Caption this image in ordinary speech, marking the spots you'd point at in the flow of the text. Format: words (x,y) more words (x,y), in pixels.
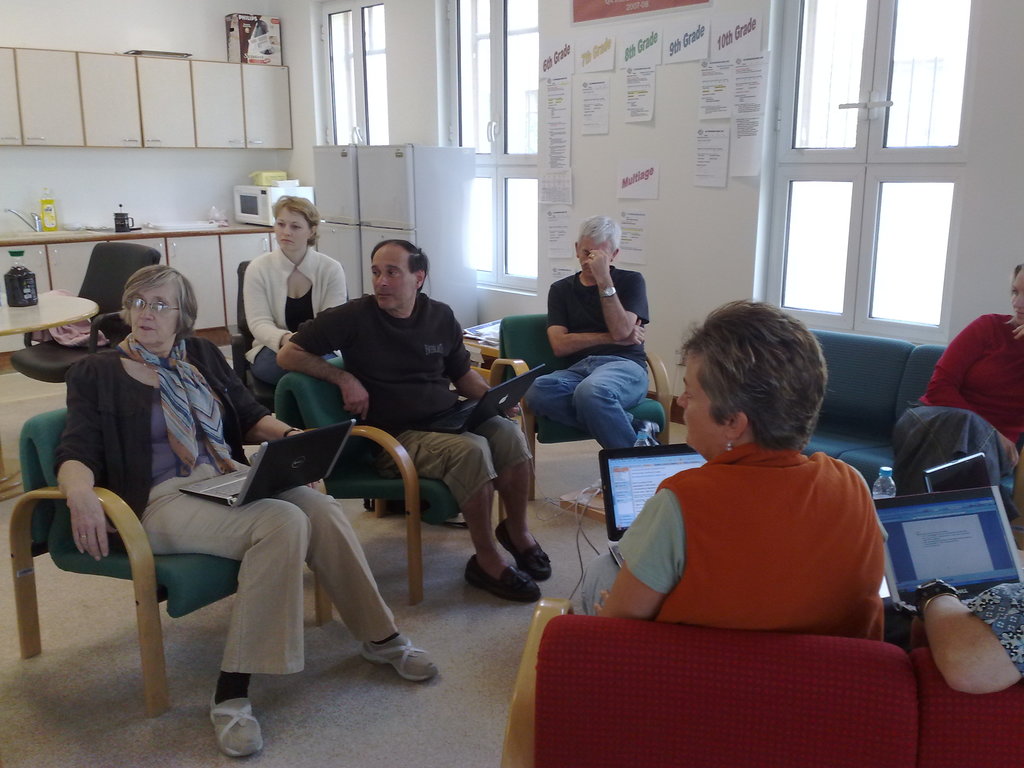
In this picture there are a group of people (703,338) sitting in left (167,286) we can see a woman (149,283) sitting and operating a laptop (202,494) beside there is a man (408,338) looking at his right and is also having a laptop (511,392) on the right (854,603) there are two women (810,612) sitting and both of them are having laptops (914,536) in the background (505,46) there is a window (505,44), there is a wall (589,149) with some paper (709,109) pasted on it.
